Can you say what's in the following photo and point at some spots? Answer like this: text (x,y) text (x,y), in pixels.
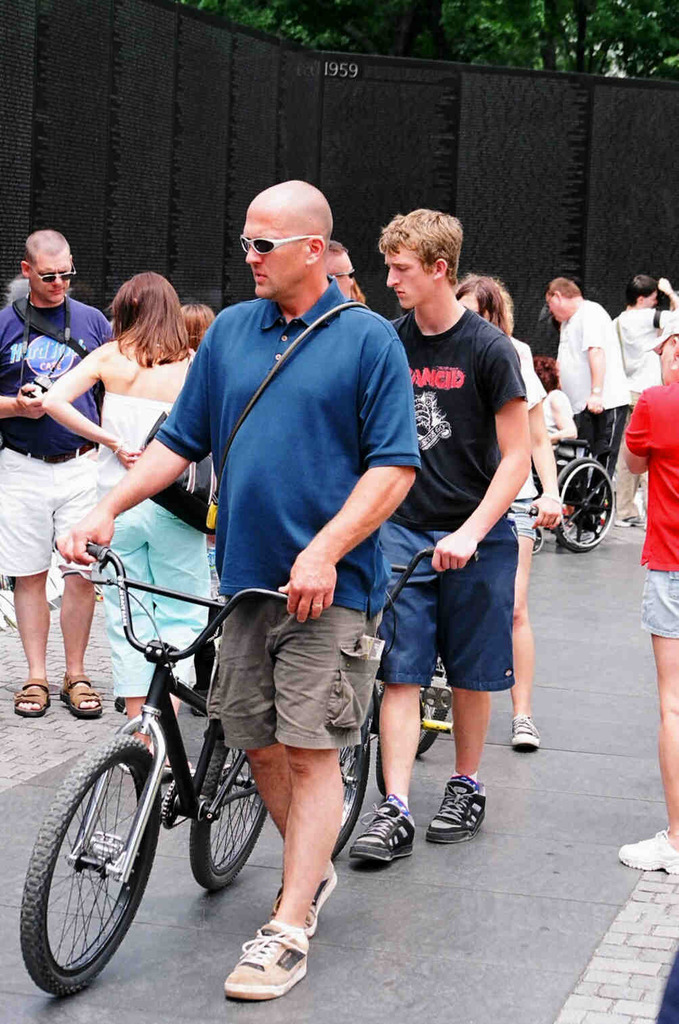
In this image I can see a person (302,416) wearing blue t shirt (304,445), short (292,669) and shoe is standing on the road (280,863) and holding a bicycle (144,764) and I can see another person (467,478) wearing black t shirt (466,480), short (470,669) and black shoe (435,830) is standing and holding a bicycle (428,701). In the background (89,361) I can see few other persons (554,480) standing, the black colored sheet (234,146) and few trees (390,35).
